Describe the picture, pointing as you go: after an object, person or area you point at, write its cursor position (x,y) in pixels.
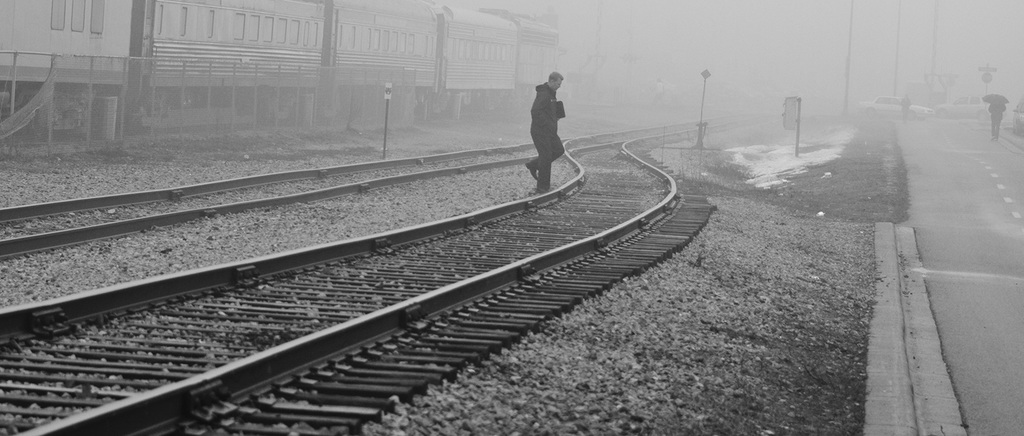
This image is a black and white image. This image is taken outdoors. At the bottom of the image (526,407) there are many pebbles (607,373) on the ground (680,387) and there is a railway track (378,275). In the background (374,89) there is a train (309,60) on the track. In the middle of the image (544,207) there are two railway tracks (569,157). A man (550,146) is walking. There is a pole (389,102). On the right side of the image (914,224) there is a road (933,264). A few vehicles (914,110) are moving on the road (926,136) and there are few poles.
